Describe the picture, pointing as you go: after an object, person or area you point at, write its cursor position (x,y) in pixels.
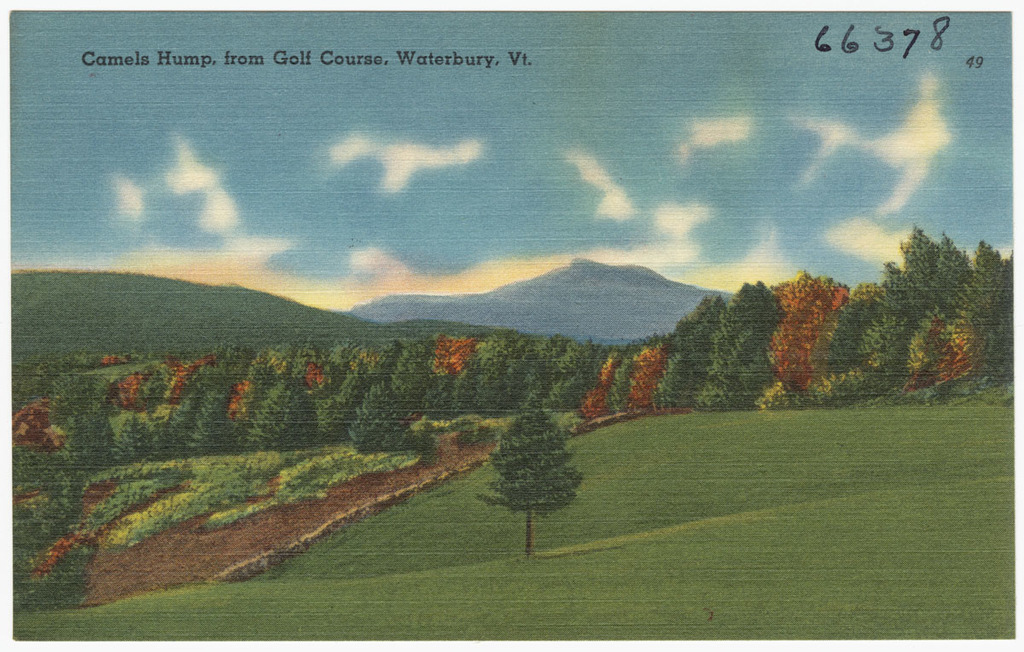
In this image there is a poster (302,498) where there are few trees (313,371), grass (465,484), mountains (187,337), some clouds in the sky (295,189) and some text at the top of the poster (427,239).
